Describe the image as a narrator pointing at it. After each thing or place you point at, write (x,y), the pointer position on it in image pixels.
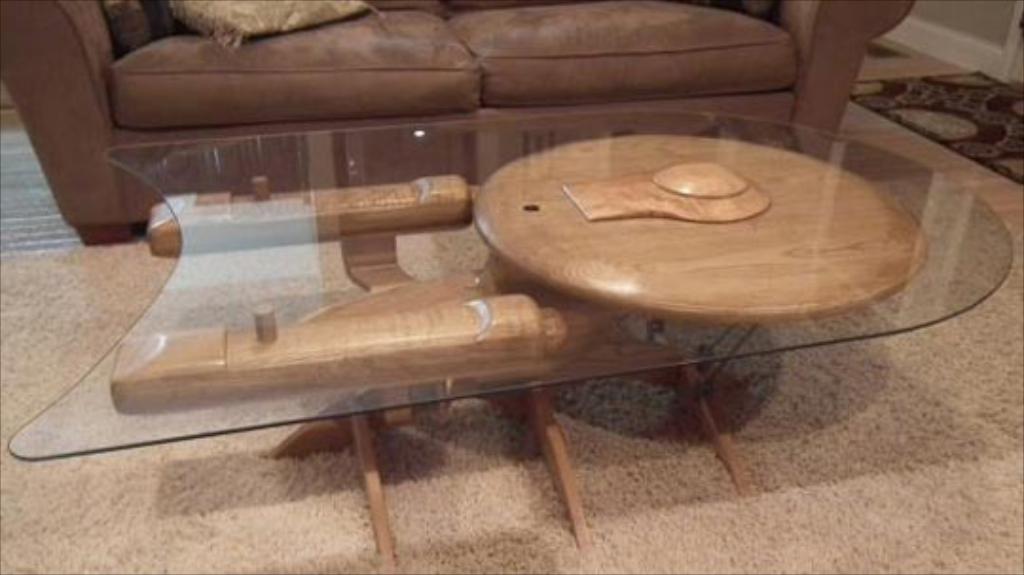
This image consists of a sofa (568,118) at the top (76,75). There is a table (512,228) in the middle (485,305). It is made from glass (367,363). There is a carpet (388,494) at the bottom (299,561).
